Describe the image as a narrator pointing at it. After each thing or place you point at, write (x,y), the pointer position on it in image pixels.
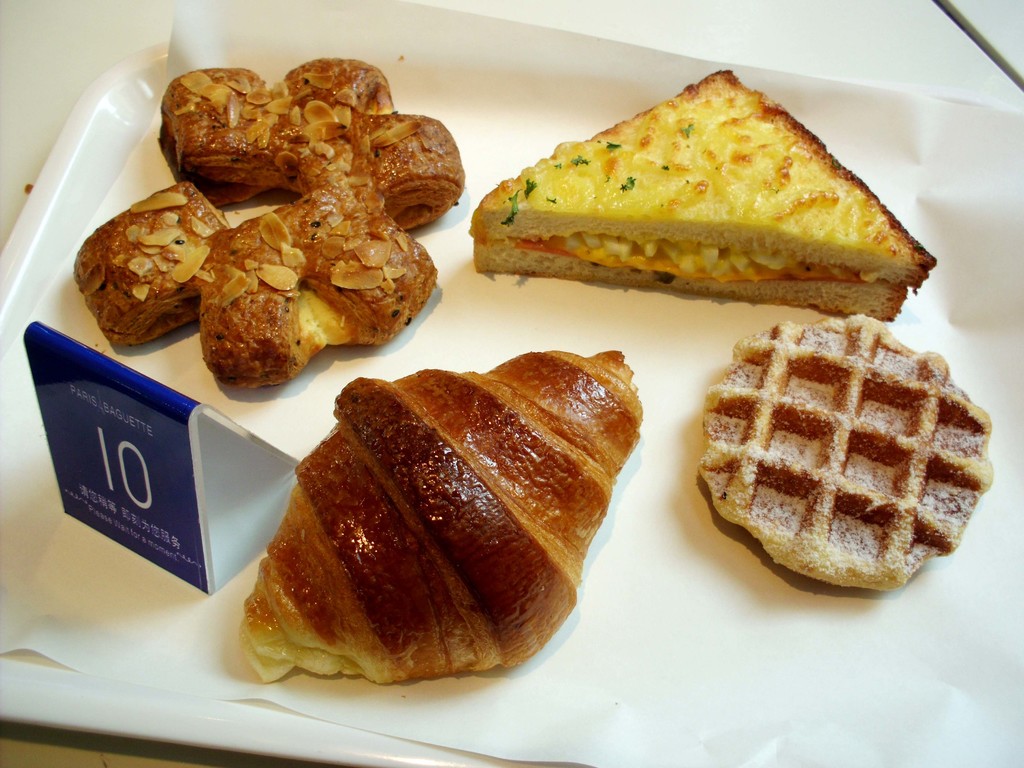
In this picture we can see a tray (423,688), here we can see a name board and food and this tray (823,641) is placed on a platform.
